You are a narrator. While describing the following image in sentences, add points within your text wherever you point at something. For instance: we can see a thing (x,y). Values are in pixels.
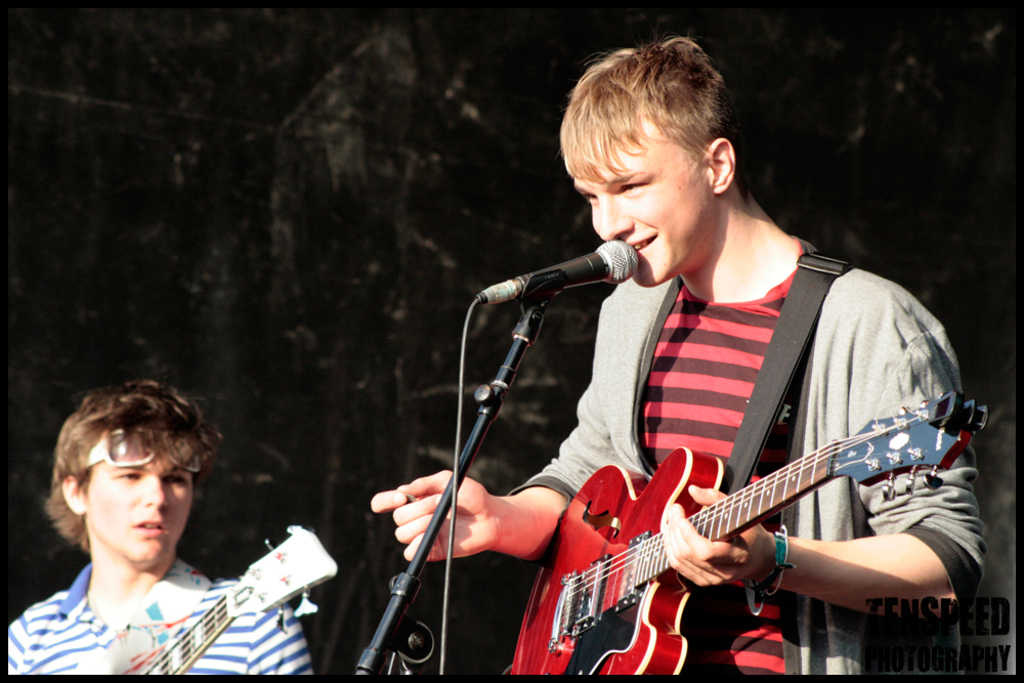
In this picture we can see man (867,391) holding guitar (680,494) in his hand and singing on mic (519,279) beside to him person (156,403) looking at him and in background (405,388) it is dark.
